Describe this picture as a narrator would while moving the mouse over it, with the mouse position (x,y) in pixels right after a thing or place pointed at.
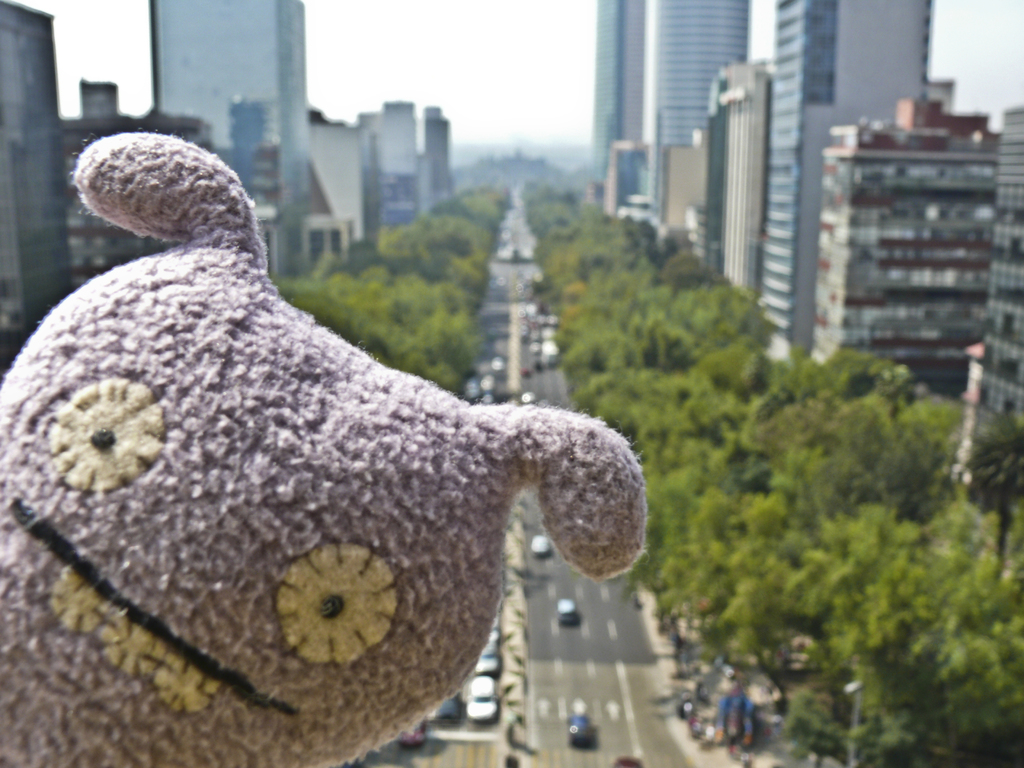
In this picture we can observe a teddy bear (296,530) which is in purple and yellow color. We can observe some vehicles (495,649) on the road (545,683). On either sides of this road (538,354) there are trees (641,312). We can observe buildings (279,152) in this picture. In the background (496,60) there is a sky (440,53).
